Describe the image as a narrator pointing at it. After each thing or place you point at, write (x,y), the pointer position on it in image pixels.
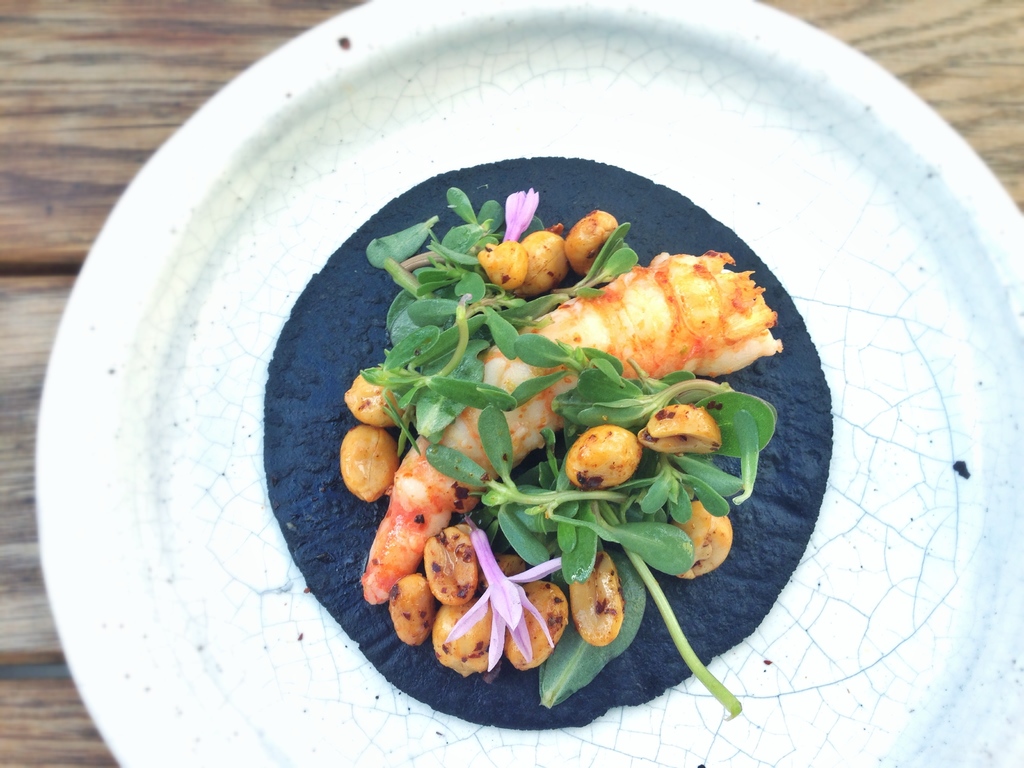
In this image there is a plate (232,564) containing food (380,379) placed on the table (73,95).
